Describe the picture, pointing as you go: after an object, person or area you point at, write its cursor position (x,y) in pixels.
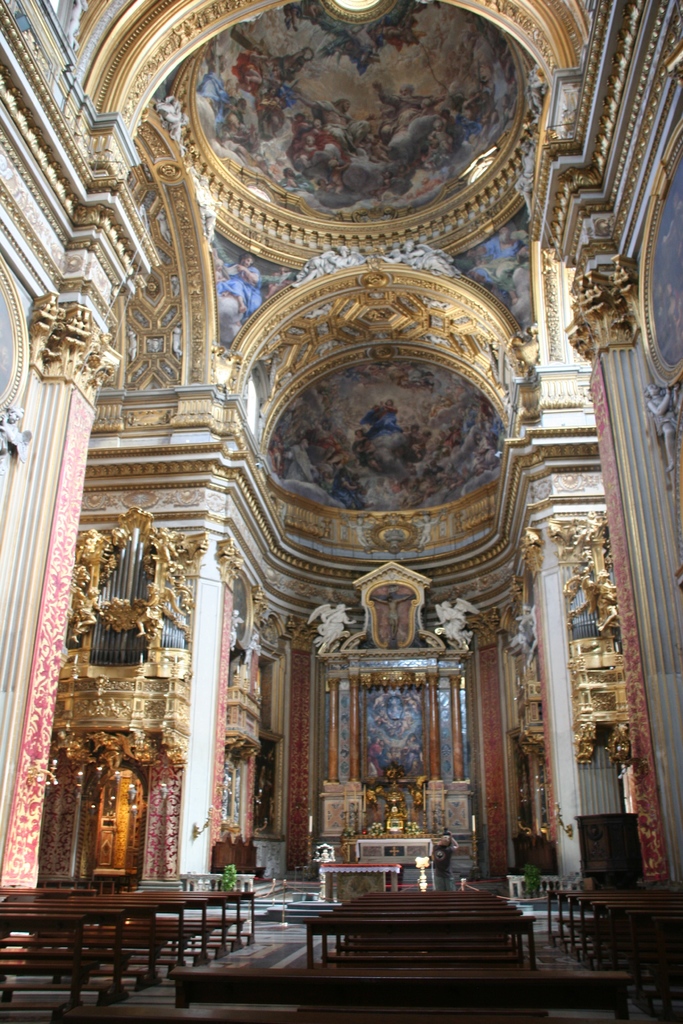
This picture is consists of Pietro da cortona architecture (441,161) in the image and there are benches (78,903) at the bottom side of the image (360,913).
